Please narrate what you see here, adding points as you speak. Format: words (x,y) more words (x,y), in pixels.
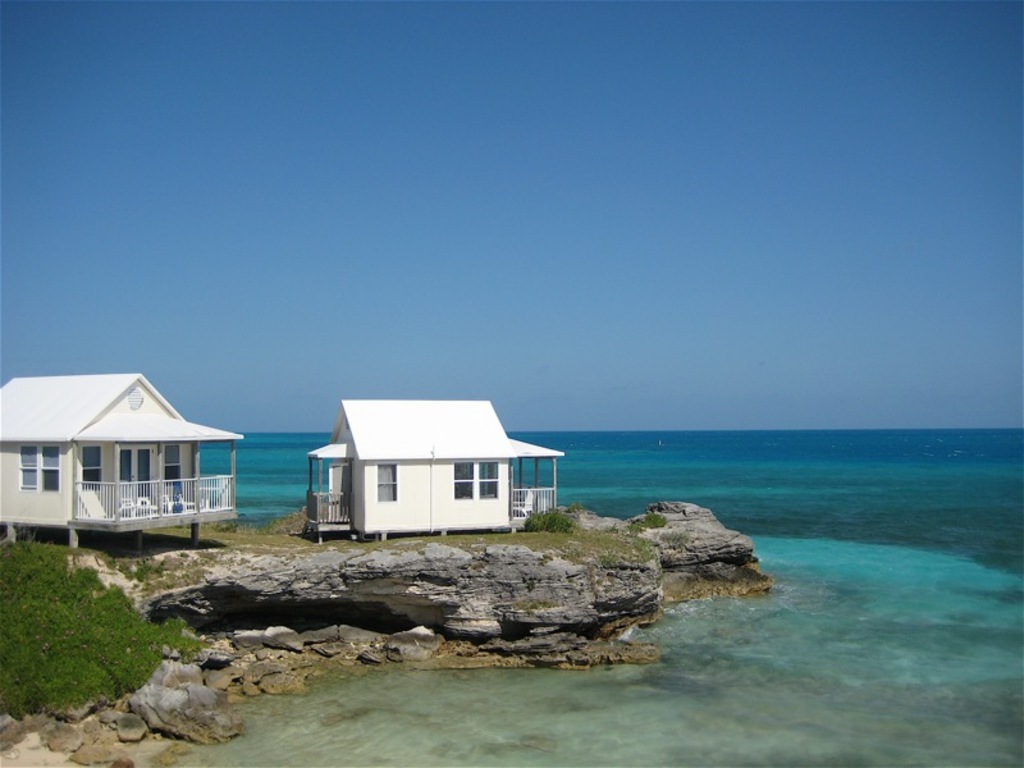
In this image I can see water (660,479) and on the left side (149,385) I can see two shacks (71,390), windows (25,459), doors (133,475) and grass (66,562). I can also see the sky (358,63) in the background (389,374).
